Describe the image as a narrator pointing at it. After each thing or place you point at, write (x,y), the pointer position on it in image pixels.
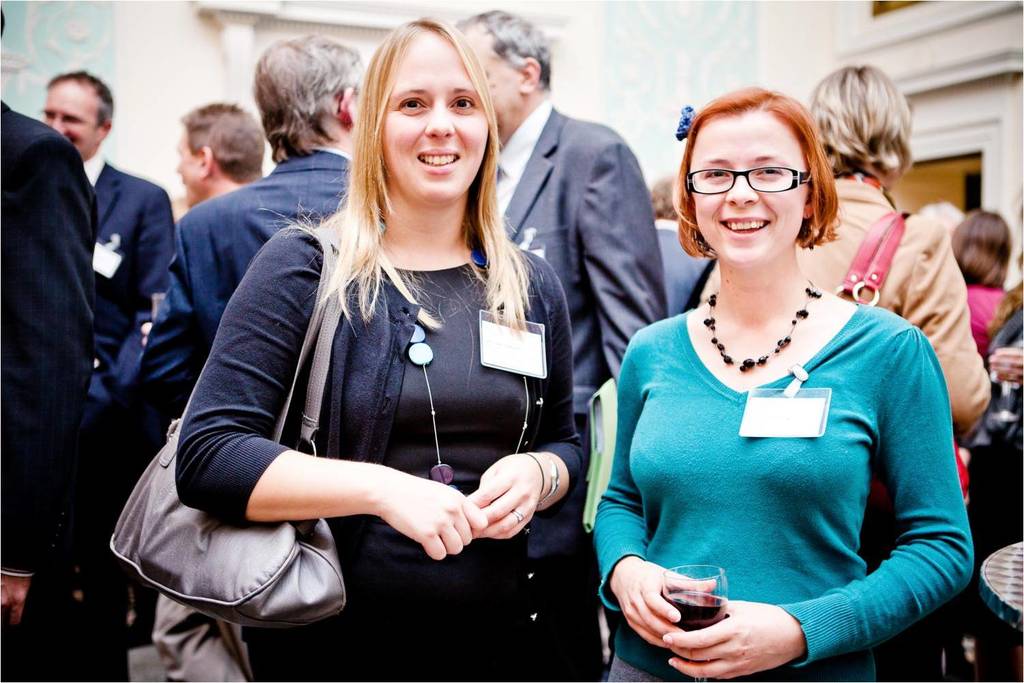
The image is like a gathering or a meeting. In the foreground of the image (937,405) there are two women (933,399) standing one in black dress (460,459) another in blue dress (777,547), both are smiling. In the background (598,172) there is crowd (603,203). On the wall (672,34) there are floral designs (647,41). On the right (1000,573) there is a table (999,580).
